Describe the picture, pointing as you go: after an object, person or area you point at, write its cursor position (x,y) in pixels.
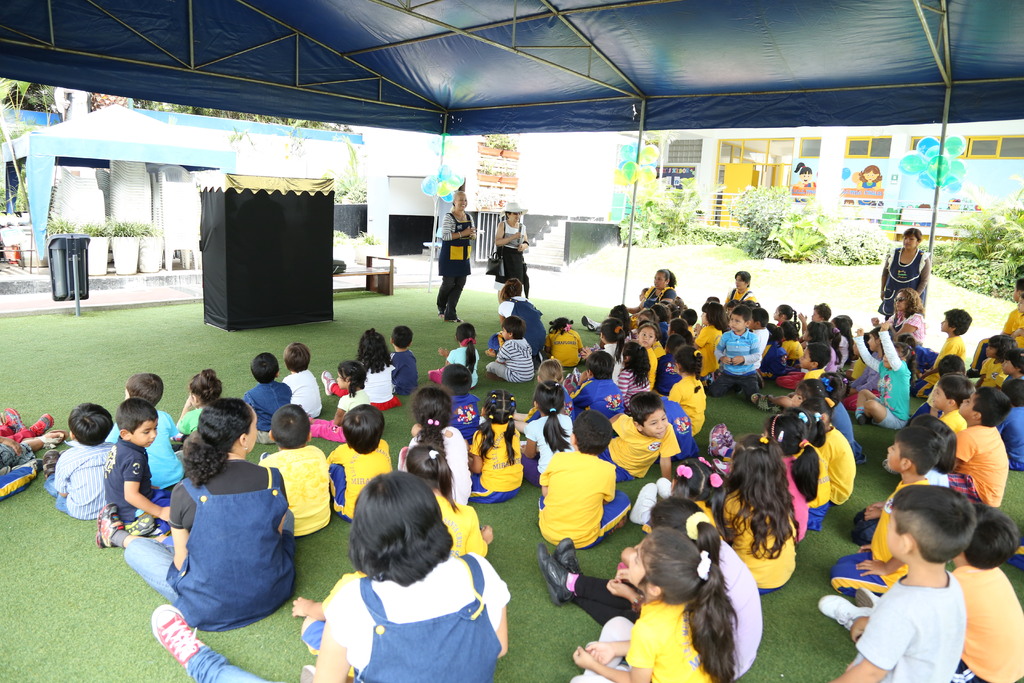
This picture describes about group of people (227,532), few are seated under the tent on the grass (491,304) and few are standing, in the background (784,215) we can see few plants (660,235), chairs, trees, balloons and paintings (865,180) on the wall (818,172), on the left side of the image (67,266) we can see a dustbin (55,256).
